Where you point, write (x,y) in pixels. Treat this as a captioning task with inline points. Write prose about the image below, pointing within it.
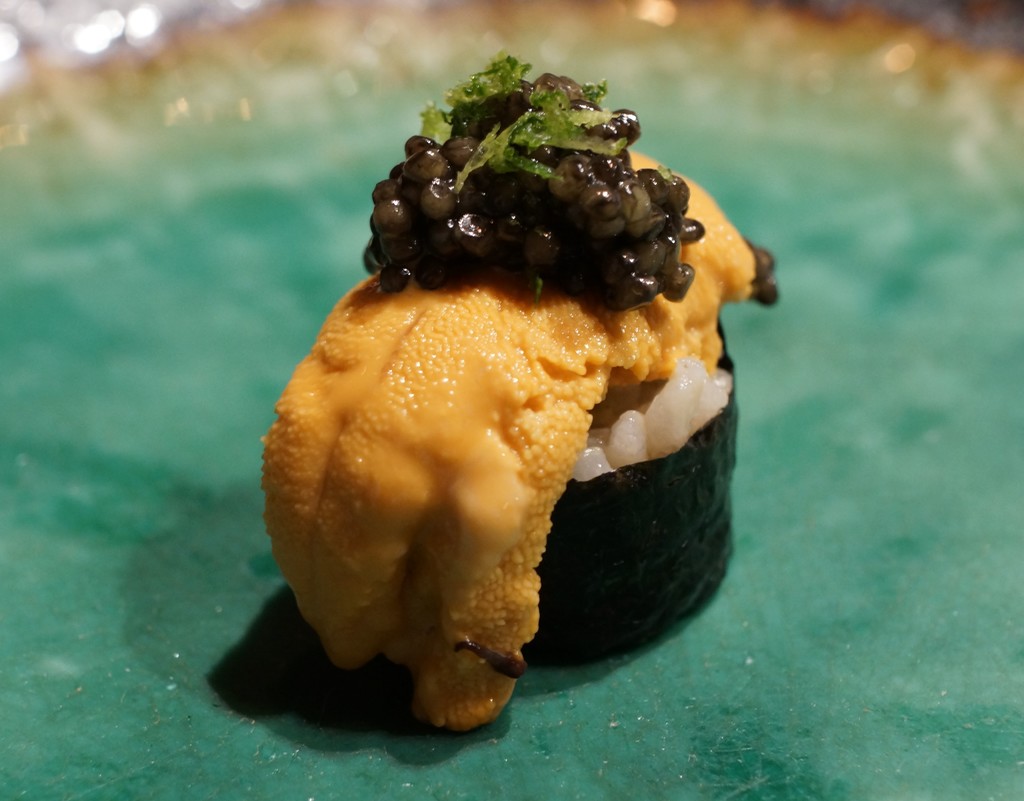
In the middle of the image (459,404) there is sushi (617,497) placed on the green surface (750,453).
